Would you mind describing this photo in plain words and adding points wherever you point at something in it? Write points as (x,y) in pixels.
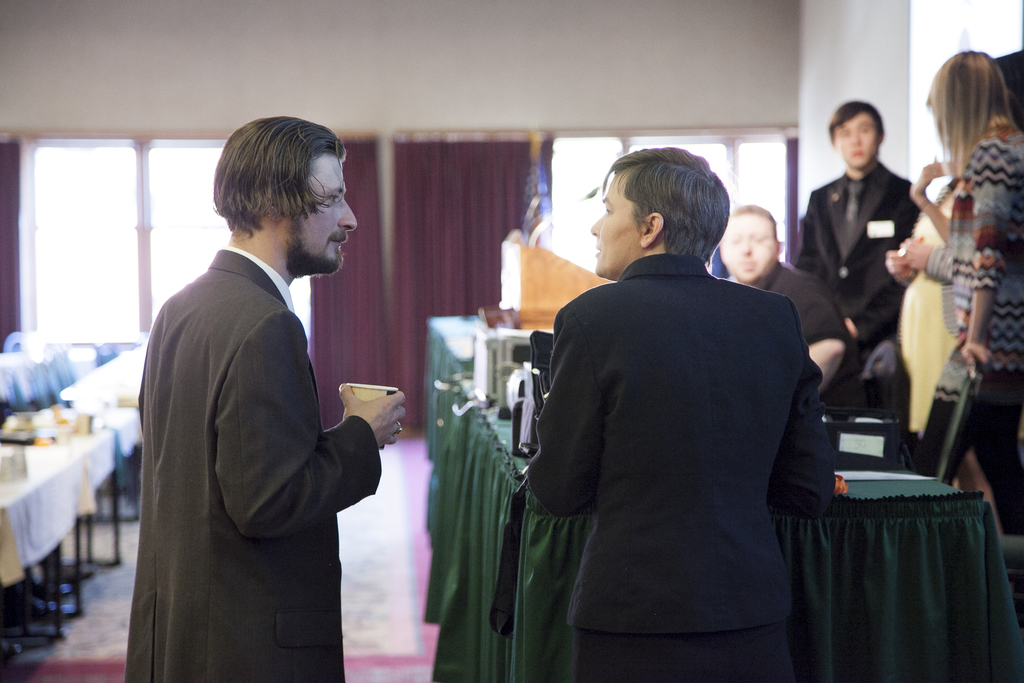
In this image we can see people (978,250), tables (485,437), windows (159,226) and curtains (405,194). On this table (498,423) there are things (495,341). One person (396,426) is holding a cup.
